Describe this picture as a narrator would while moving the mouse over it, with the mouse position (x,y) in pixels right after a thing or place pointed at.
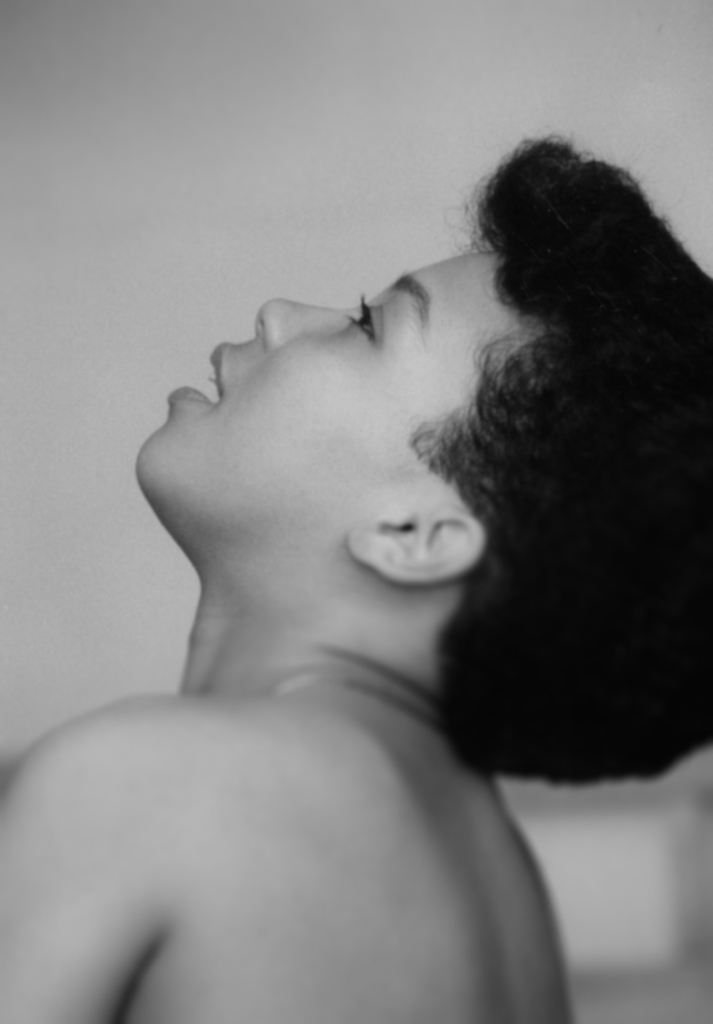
In this picture there is a woman (335,650). In the back (237,268) I can see the wall (122,268).
